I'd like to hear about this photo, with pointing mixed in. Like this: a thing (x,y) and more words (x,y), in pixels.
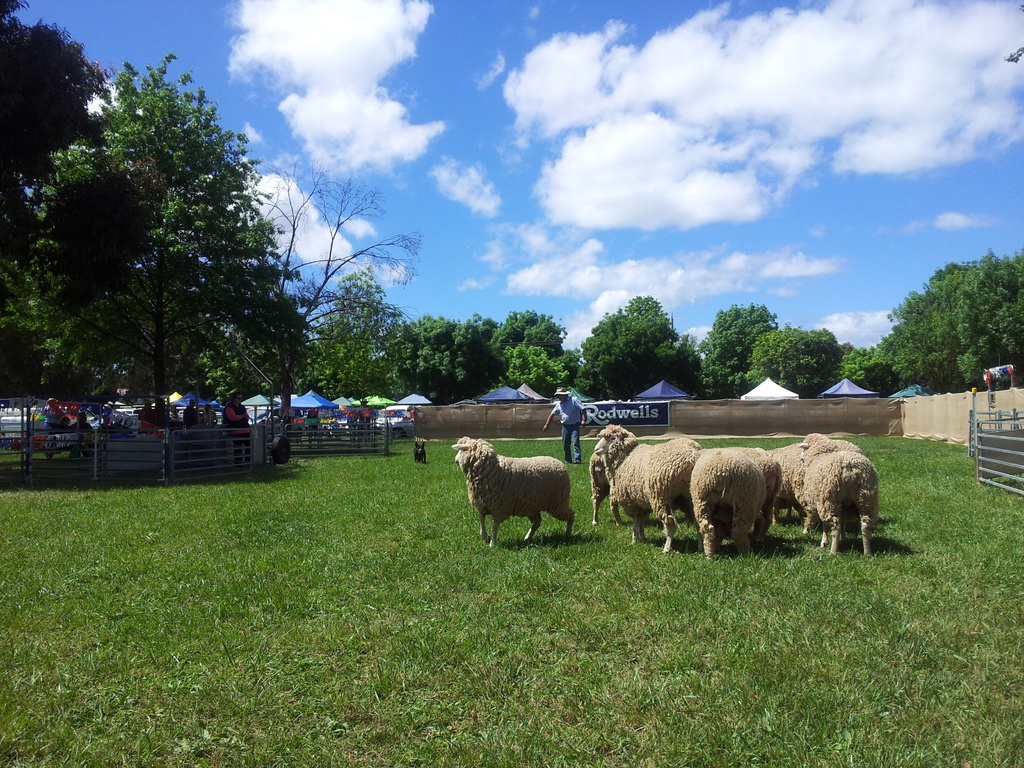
There is a group of sheep (495,453) on the ground (856,763) and behind them a man (566,411) is walking and to his left side there is a dog (421,453), there is a metal and fabric fencing (933,408) around the ground (115,760) and behind the fencing (27,399) there are few people (231,418) and some umbrellas (170,396) and in the background (922,300) there are a lot of trees (174,326).
